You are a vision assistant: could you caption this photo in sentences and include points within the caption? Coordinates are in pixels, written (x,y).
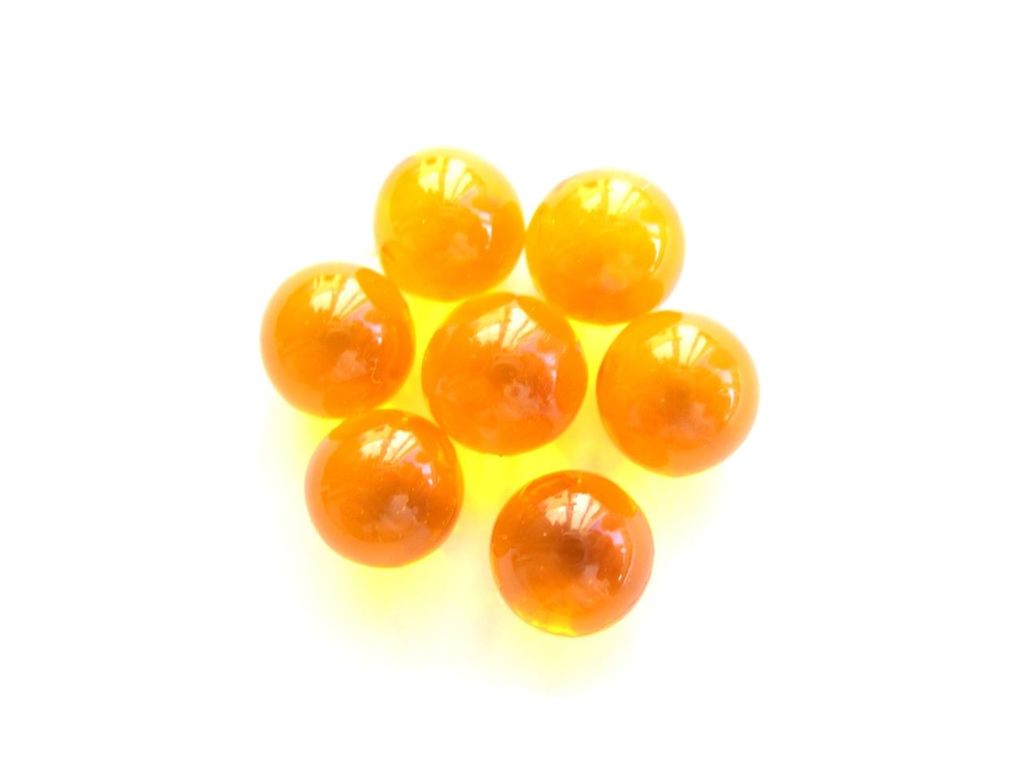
In this image I can see few yellow color circular objects (494,355) which seems to be the marbles (517,325). The background (147,261) is in white color.
